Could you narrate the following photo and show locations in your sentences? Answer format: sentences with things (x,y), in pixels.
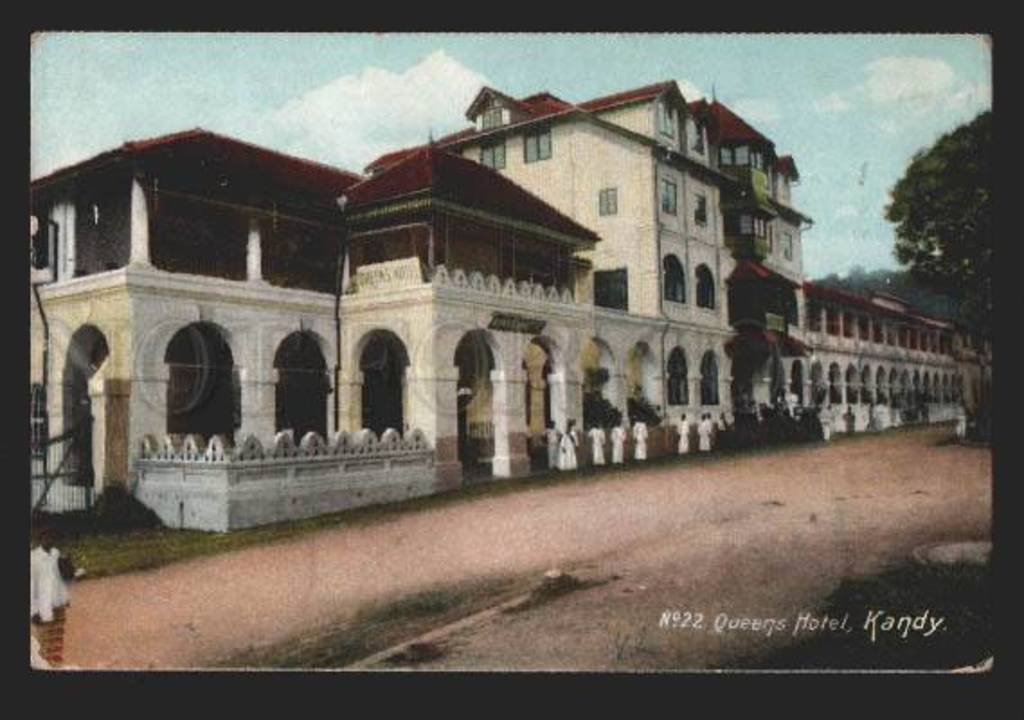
In this picture we can see the photo frame (681,561). In that we can see building (833,347), trees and fencing (150,493). In front of the building (518,454) we can see the group of persons (680,444) were standing. In the bottom right corner (697,612) there is a watermark (666,617). At the top (456,79) there is a sky (419,73).
